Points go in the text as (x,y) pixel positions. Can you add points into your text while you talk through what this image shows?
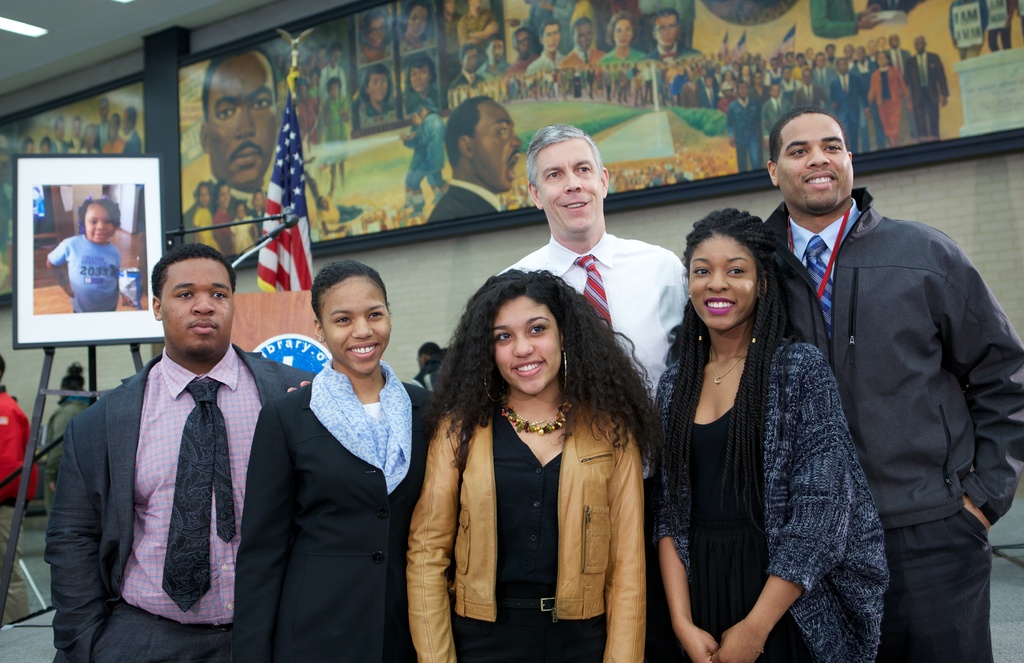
In this picture there are three women (759,400) who are standing near to the men (866,314). Almost everyone is smiling. On the left (100,262) there is a photo (129,251) which is placed on the stand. Beside that I can see the flag (274,254). At the top (497,116) I can see the banner (601,83) and posters (679,67) which are placed on the wall (924,174). On the left (73,414) I can see some people (2,448) In the top left corner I can see the tube lights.
